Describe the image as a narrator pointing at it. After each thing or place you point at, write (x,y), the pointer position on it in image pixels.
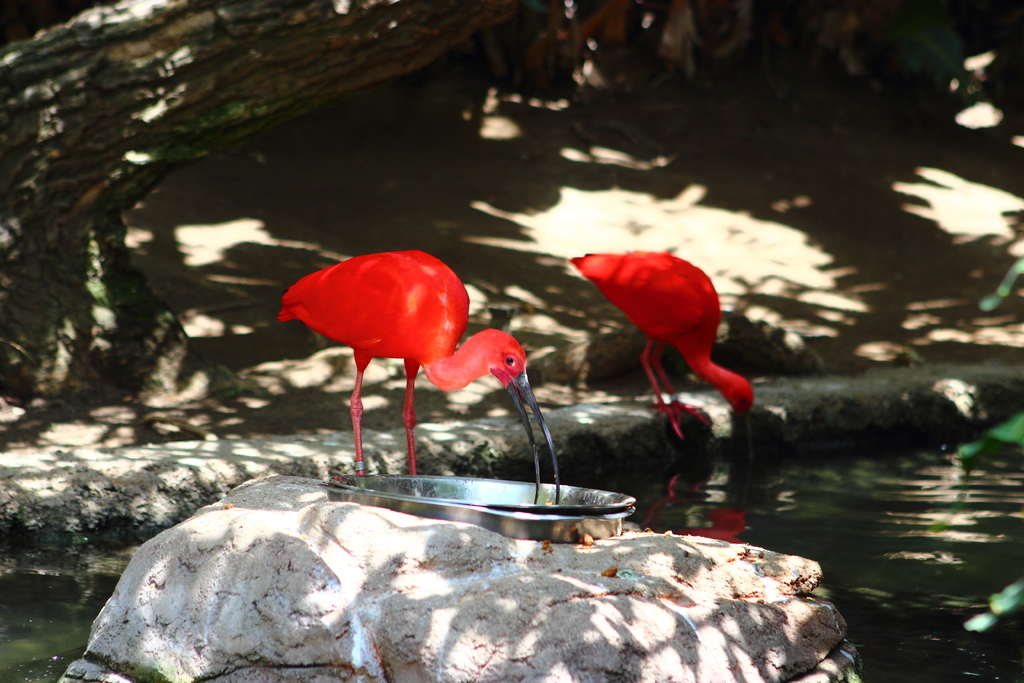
In this image in the foreground (701,316) I can see two ibis (611,263) and there is a stone (461,525), on which there are plates (463,485), water (744,487), at the top (98,70) trunk (110,62) of tree (93,82) visible.
